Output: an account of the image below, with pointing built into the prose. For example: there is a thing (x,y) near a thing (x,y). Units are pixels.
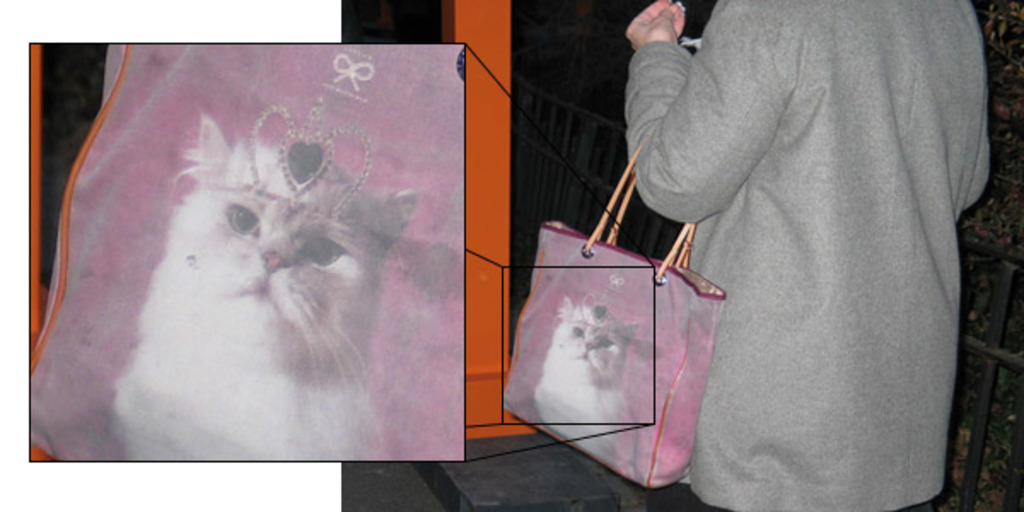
In this Image I see a person (670,33) who is carrying a bag (672,462) and there is cat pic (578,286) on it.
